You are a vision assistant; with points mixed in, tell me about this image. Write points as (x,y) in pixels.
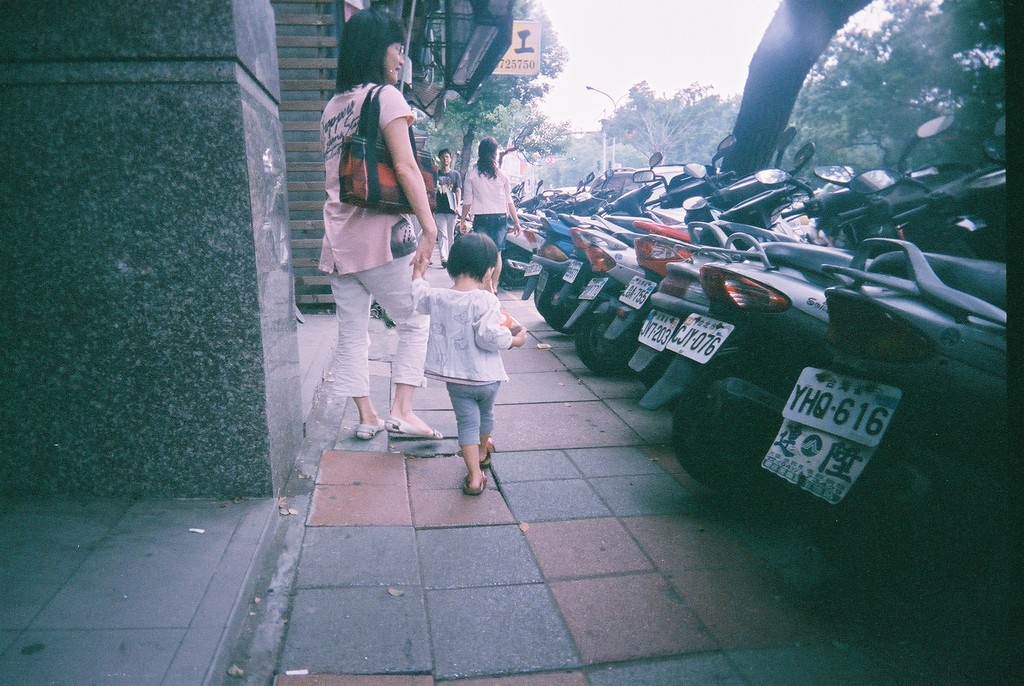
In the picture I can see people (476,326) standing on the ground (449,442). In the background (564,117) I can see vehicles (664,278), trees (575,155), street lights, sign board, trees (639,134), the sky (583,123) and some other objects (271,255) on the ground (17,575).
